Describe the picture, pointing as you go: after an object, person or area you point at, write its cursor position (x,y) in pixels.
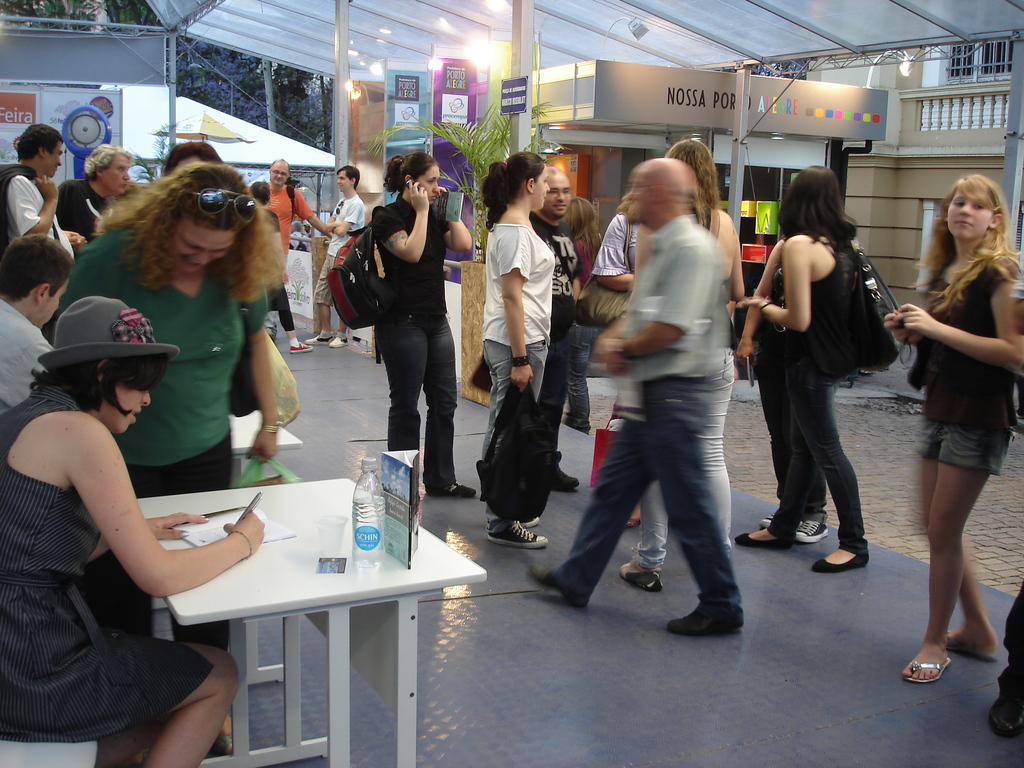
There are group of people (562,340) standing here and some of them are walking. There is a woman (98,527) sitting on a chair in front of the table (310,513), writing something. In the background (307,95) there are some lights (352,81) and plants (448,142).
